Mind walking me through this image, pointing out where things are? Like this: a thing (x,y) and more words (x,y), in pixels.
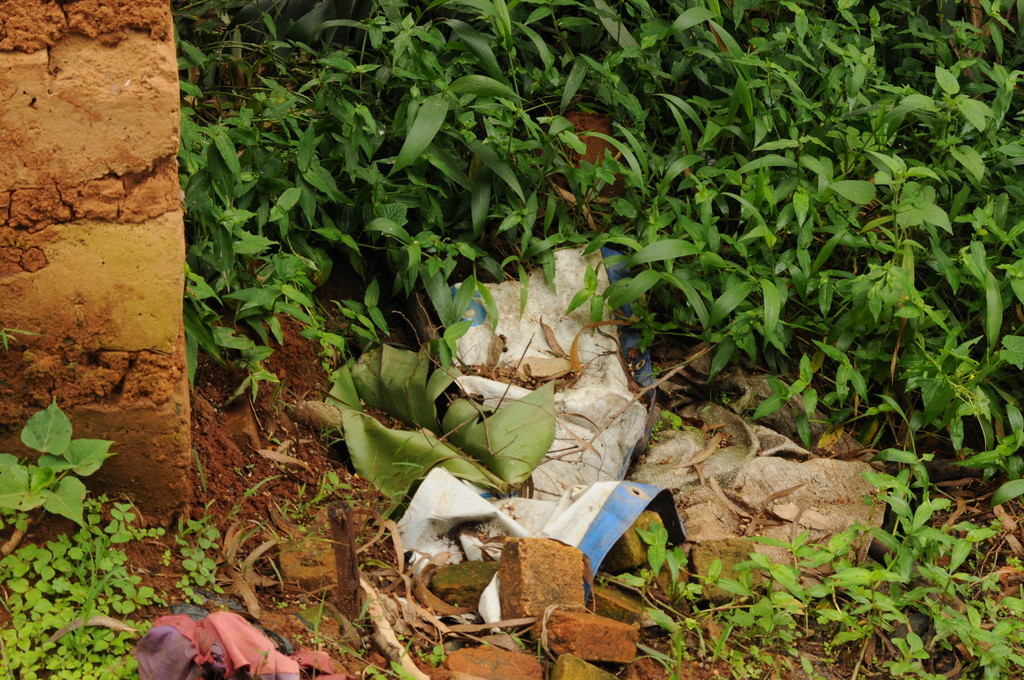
On the left side (88,220) there is a brick wall (69,192). On the ground (308,528) there are plants (545,180), bricks (301,556) and many other items (375,590).
